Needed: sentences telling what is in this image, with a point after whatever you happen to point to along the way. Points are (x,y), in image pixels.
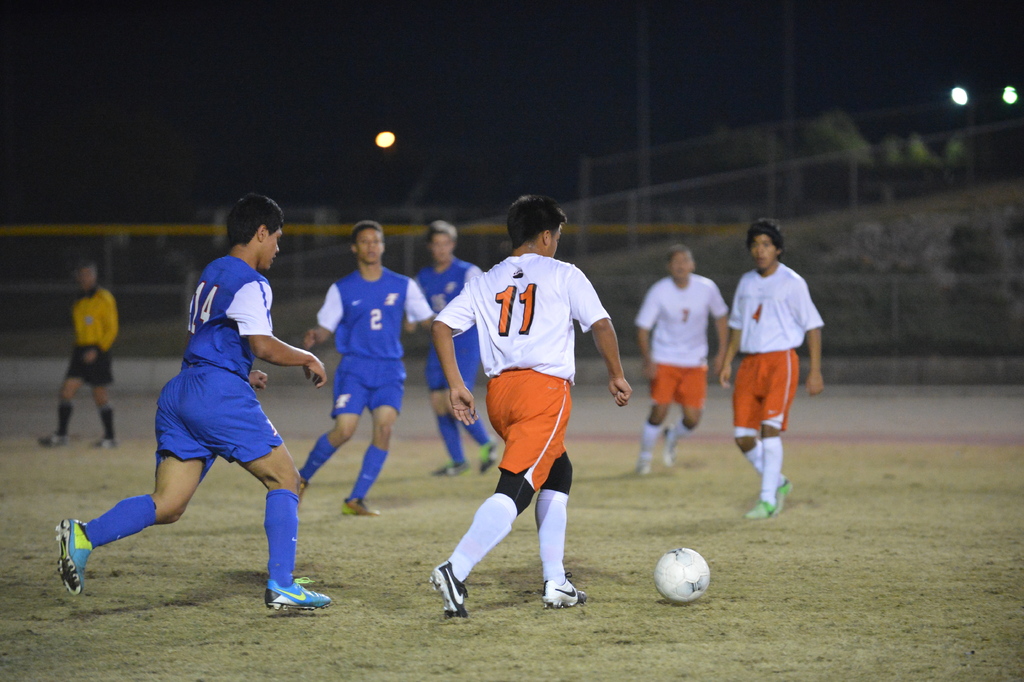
In this picture we can see some people (432,377) are playing football game, at the bottom (661,628) there is grass (655,643), on the left side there is a person (105,325), in the background (812,154) we can see trees (771,148), fencing (680,200) and lights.
